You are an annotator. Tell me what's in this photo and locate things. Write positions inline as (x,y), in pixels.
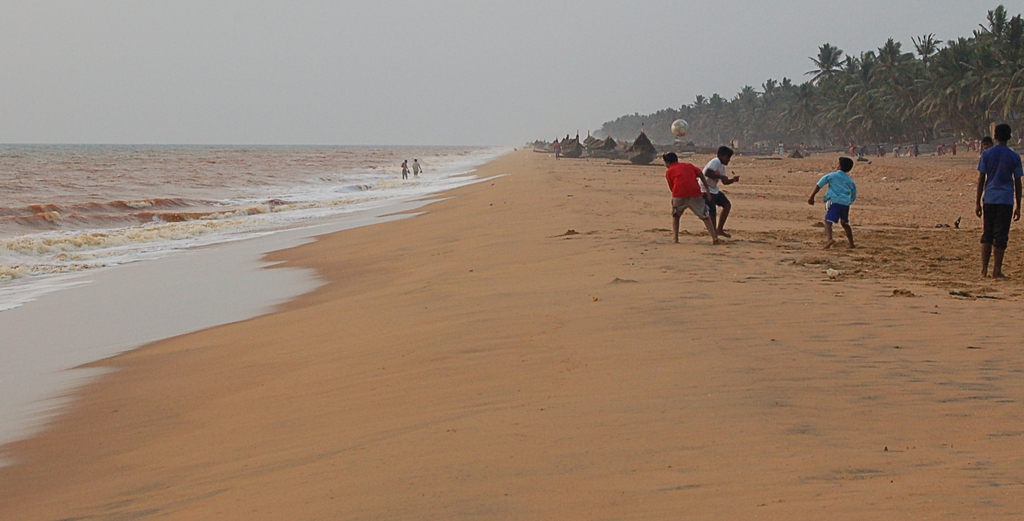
This picture describes about group of people (994,220), few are walking in the water (399,168) and few (672,166) are standing, in the background (673,119) we can see few boats (589,138), trees (715,100) and a ball (682,134).
